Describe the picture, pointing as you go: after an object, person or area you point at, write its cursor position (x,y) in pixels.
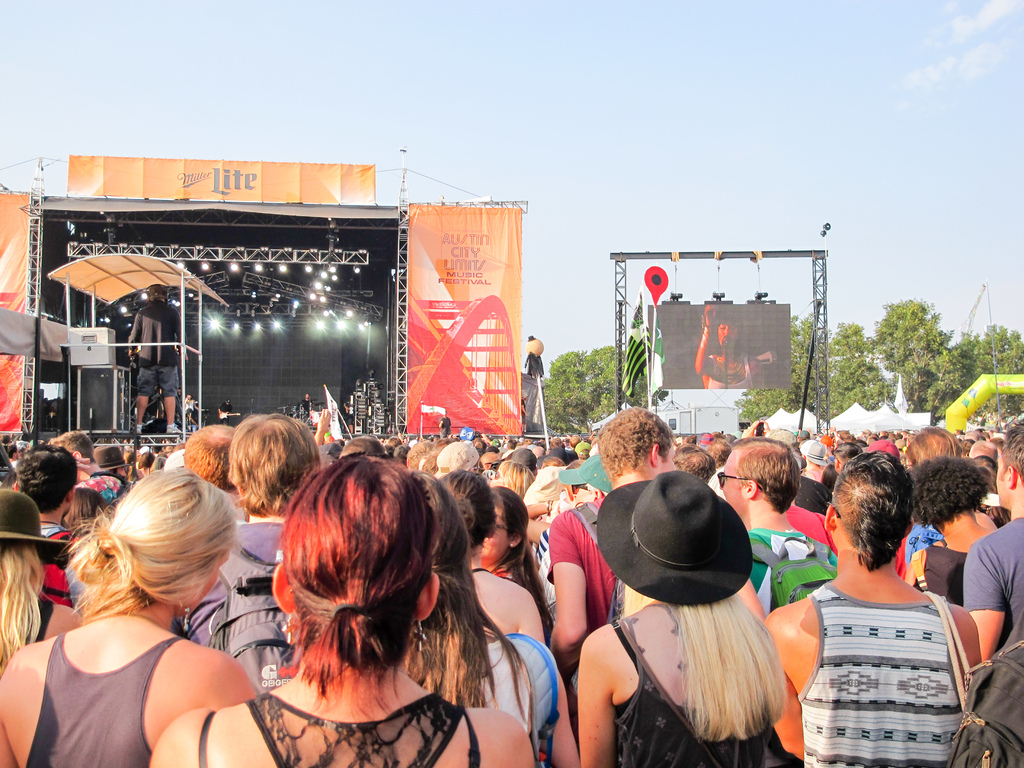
In this picture I can observe some people (323,496) standing on the land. On the left side (179,308) I can observe stage (268,259). In the background (584,360) there are trees (584,360) and sky (652,142).
